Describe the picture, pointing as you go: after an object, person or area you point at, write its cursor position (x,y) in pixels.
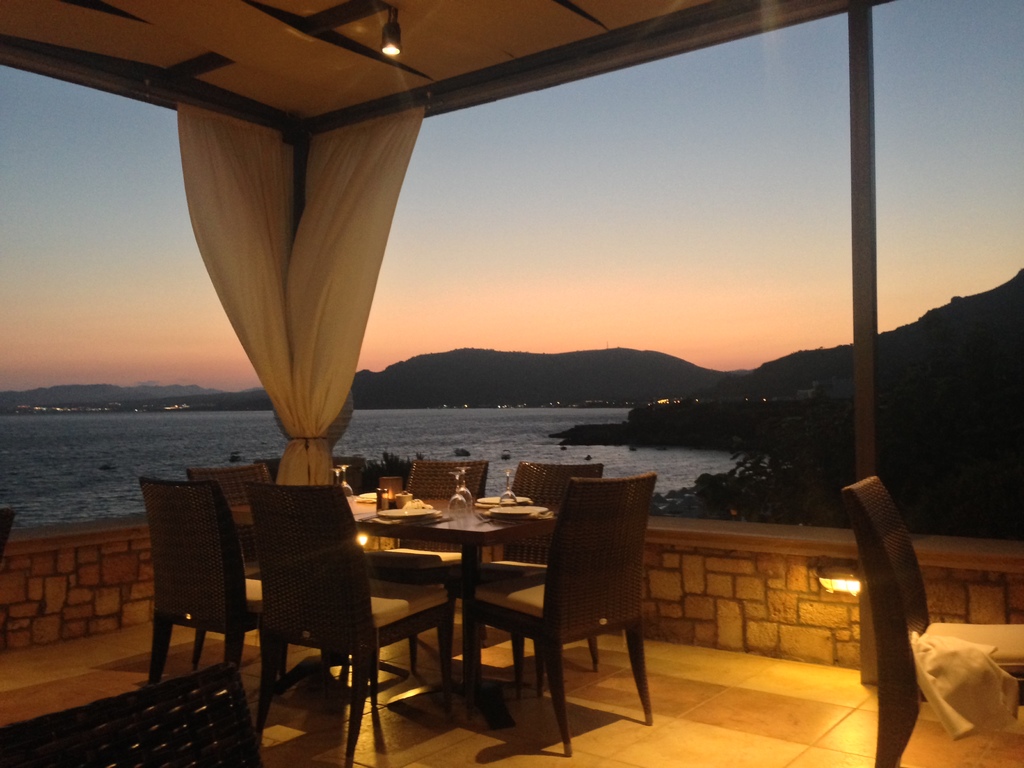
In this picture I can observe chairs (286,503) and dining table (436,530). On the left side (213,250) there are white color curtains (271,307). In the background (154,443) there is an ocean (79,424) and hills (582,368). I can observe sky (537,268) in the background (397,334).
